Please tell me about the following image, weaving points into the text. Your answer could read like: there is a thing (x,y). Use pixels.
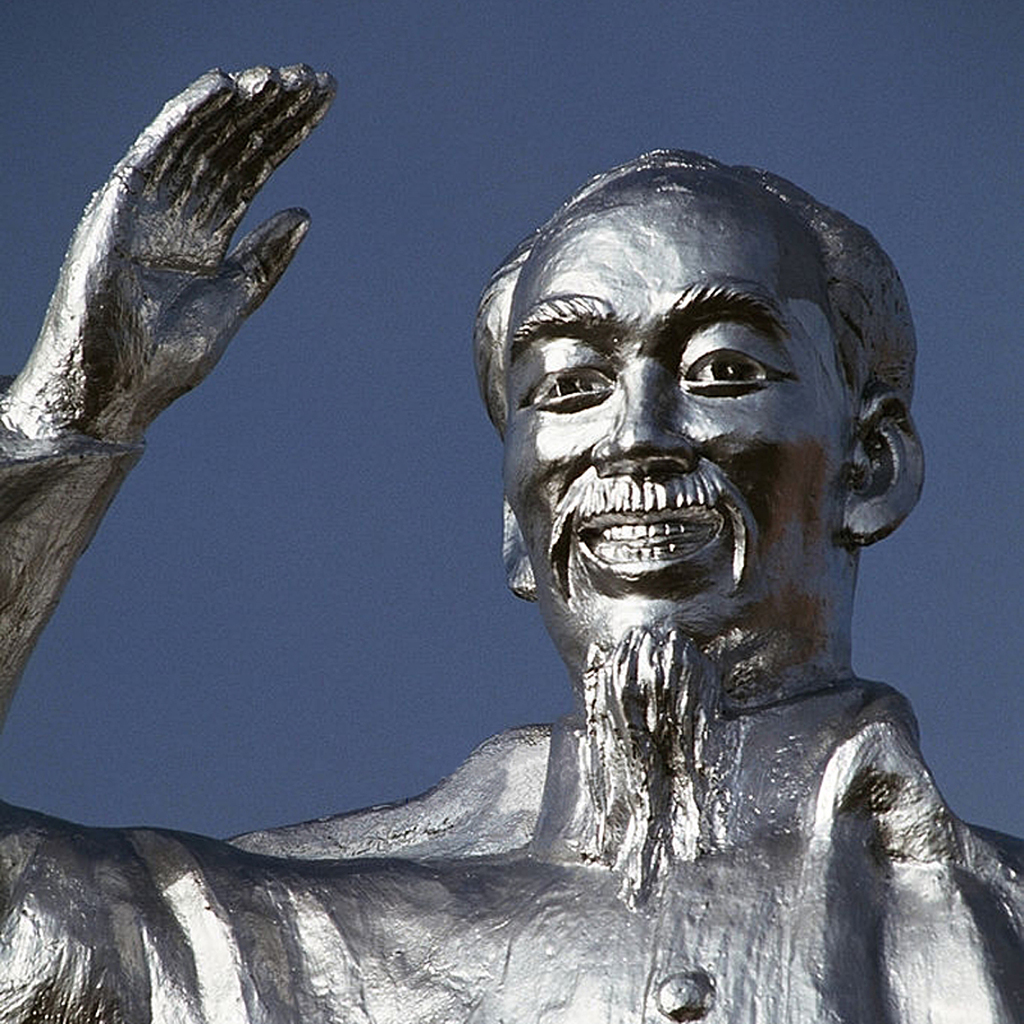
In this image I can see a person statue (675,464). It is in silver color. Background (903,124) is in blue color.
